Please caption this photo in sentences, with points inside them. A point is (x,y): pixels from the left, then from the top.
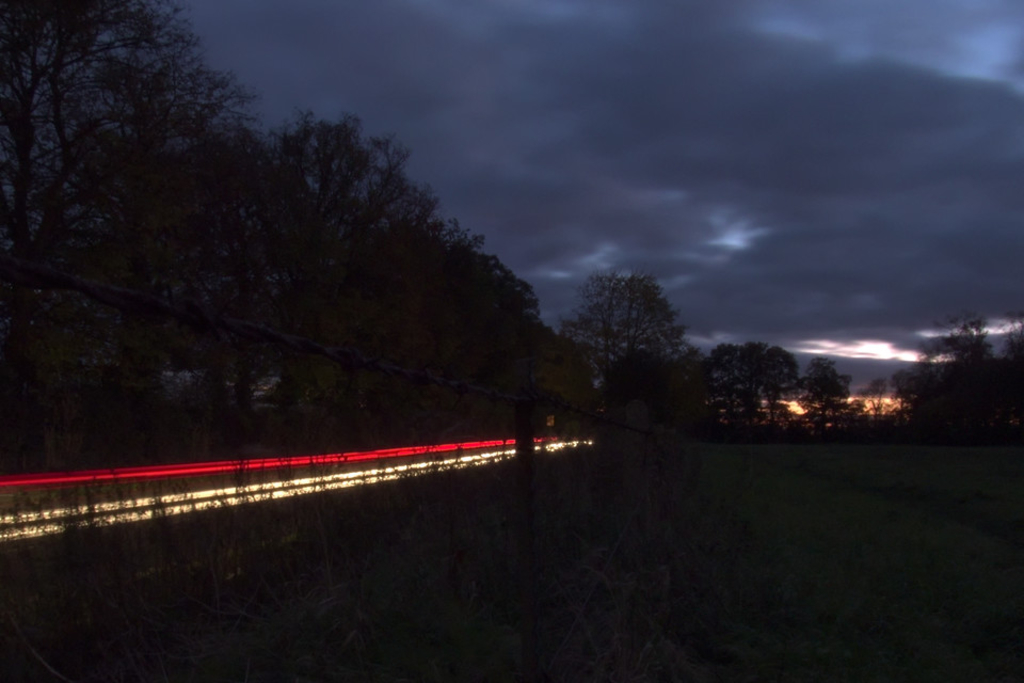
In this image at the bottom (294,464) there is a net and some lights (385,481), plants (447,571) and grass (873,483). In the background (870,411) there are some trees (777,421), at the top of the image (654,118) there is sky (711,206).
